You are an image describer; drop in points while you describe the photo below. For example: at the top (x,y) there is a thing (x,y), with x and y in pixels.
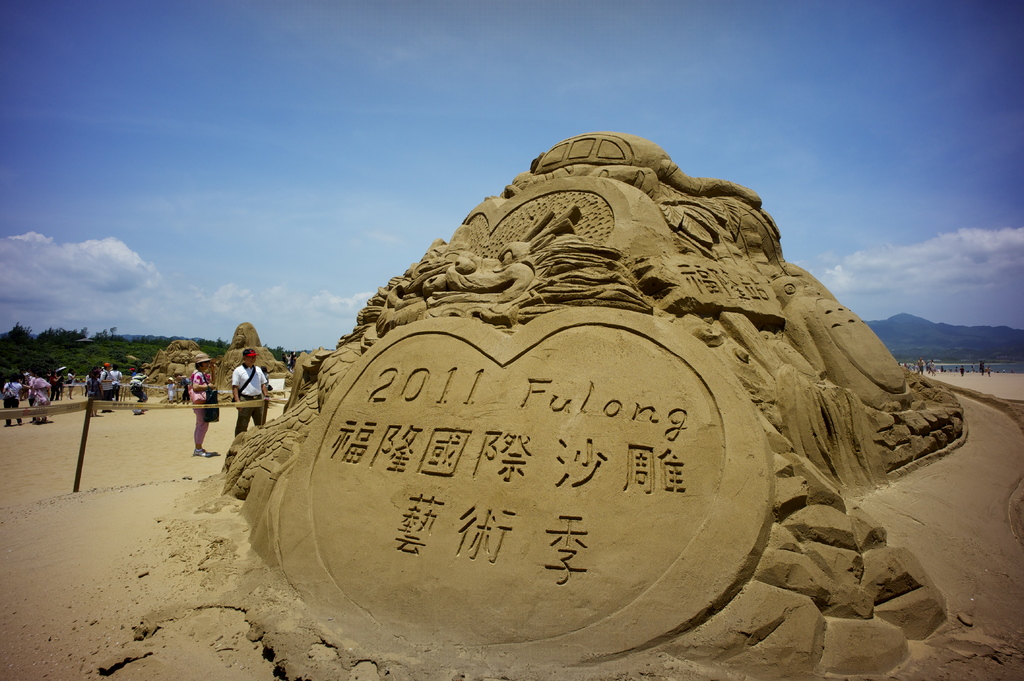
In this image I see the art (661,303) which is made of sand (529,349) and I see number of people (182,383) and in the background (170,346) I see few more arts (186,348) which are made of sand (251,344) and I see the sky (177,324), mountains (964,356), trees (64,330) and I see few more people (919,362) over here and I see that there are few words (491,467) and numbers (403,385) over here.
